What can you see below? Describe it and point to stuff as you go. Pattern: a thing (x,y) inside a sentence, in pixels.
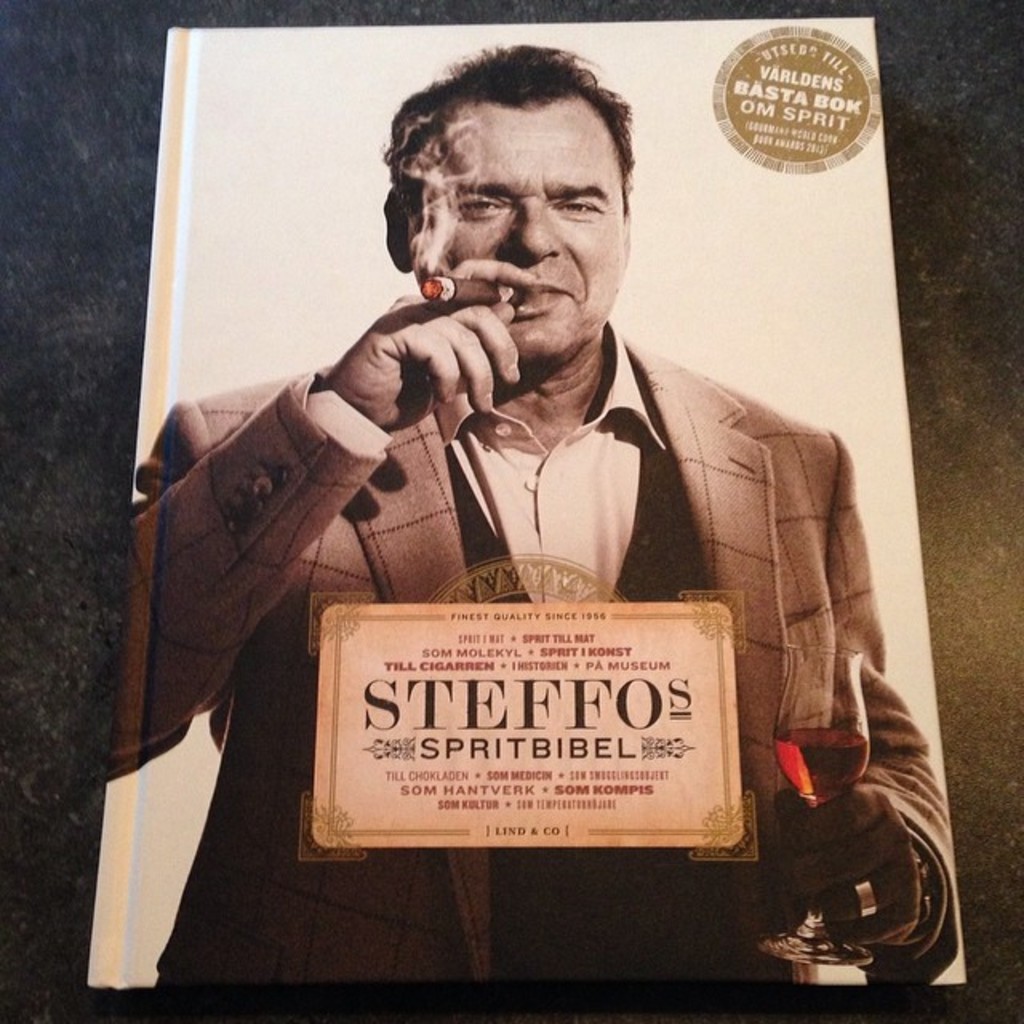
It is an image on the book (750,741) in black and white, in this a man (637,535) is smoking he wore coat (775,792), shirt (575,533).
